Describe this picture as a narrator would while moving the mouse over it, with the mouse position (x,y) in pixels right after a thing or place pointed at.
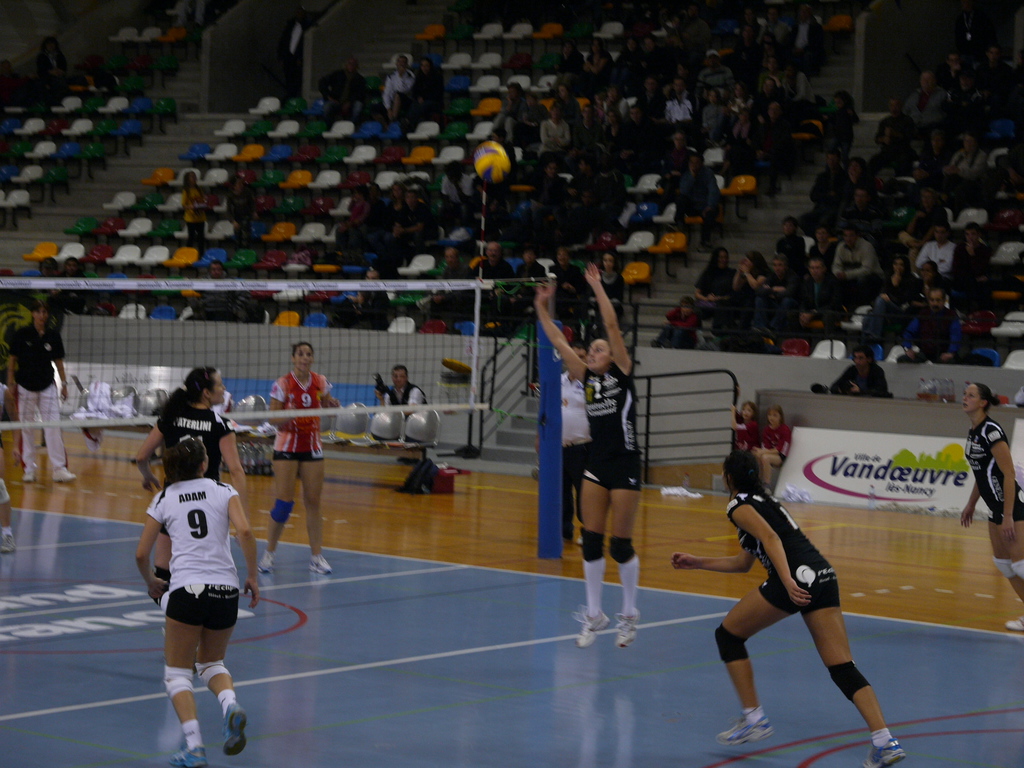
This image is taken in a stadium (795,280). At the bottom of the image (412,647) there is a floor (669,743). In the background (462,205) there are many empty chairs (121,97) and a few people (545,189) are sitting on the chairs (278,177). There are a few stairs (698,276). On the left side of the image (231,337) there is a net (387,363) and a few people (60,392) are standing on the floor (248,511). In the middle of the image (597,510) six women (803,569) are playing volleyball and there is a ball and a man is sitting on the chair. There is a board (845,475) with a text (858,466) on it and there is a railing (509,394).
